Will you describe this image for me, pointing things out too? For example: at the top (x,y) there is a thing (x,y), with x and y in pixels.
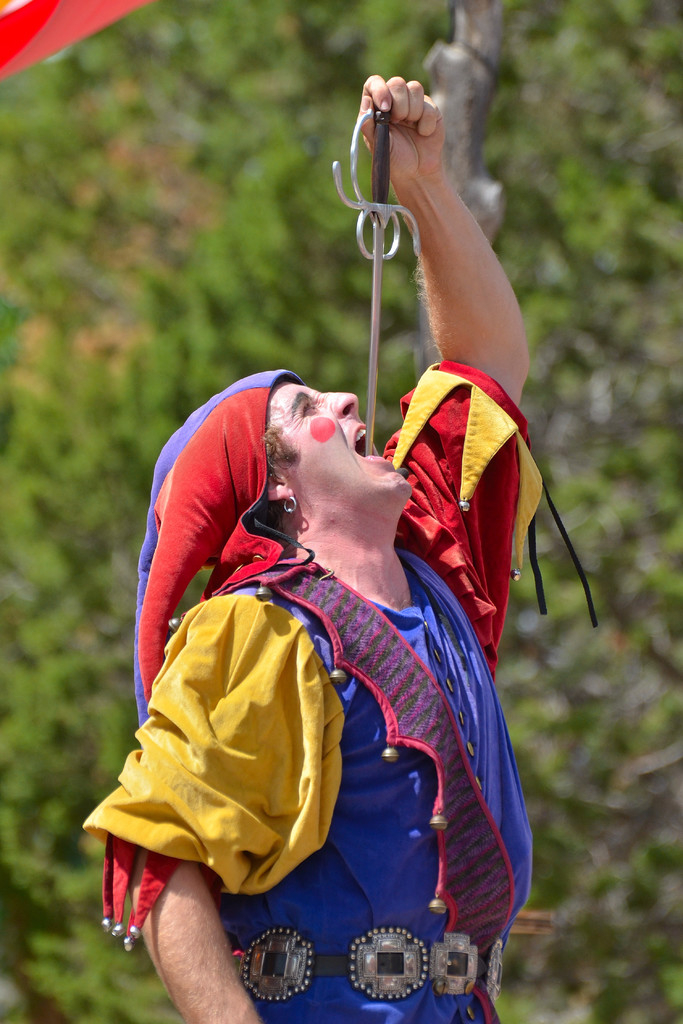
In this image in the foreground (287,592) there is one person (280,626) who is wearing some costume (412,545), and he is swallowing a sword (357,233) and in the background (349,185) there are trees (163,173).
